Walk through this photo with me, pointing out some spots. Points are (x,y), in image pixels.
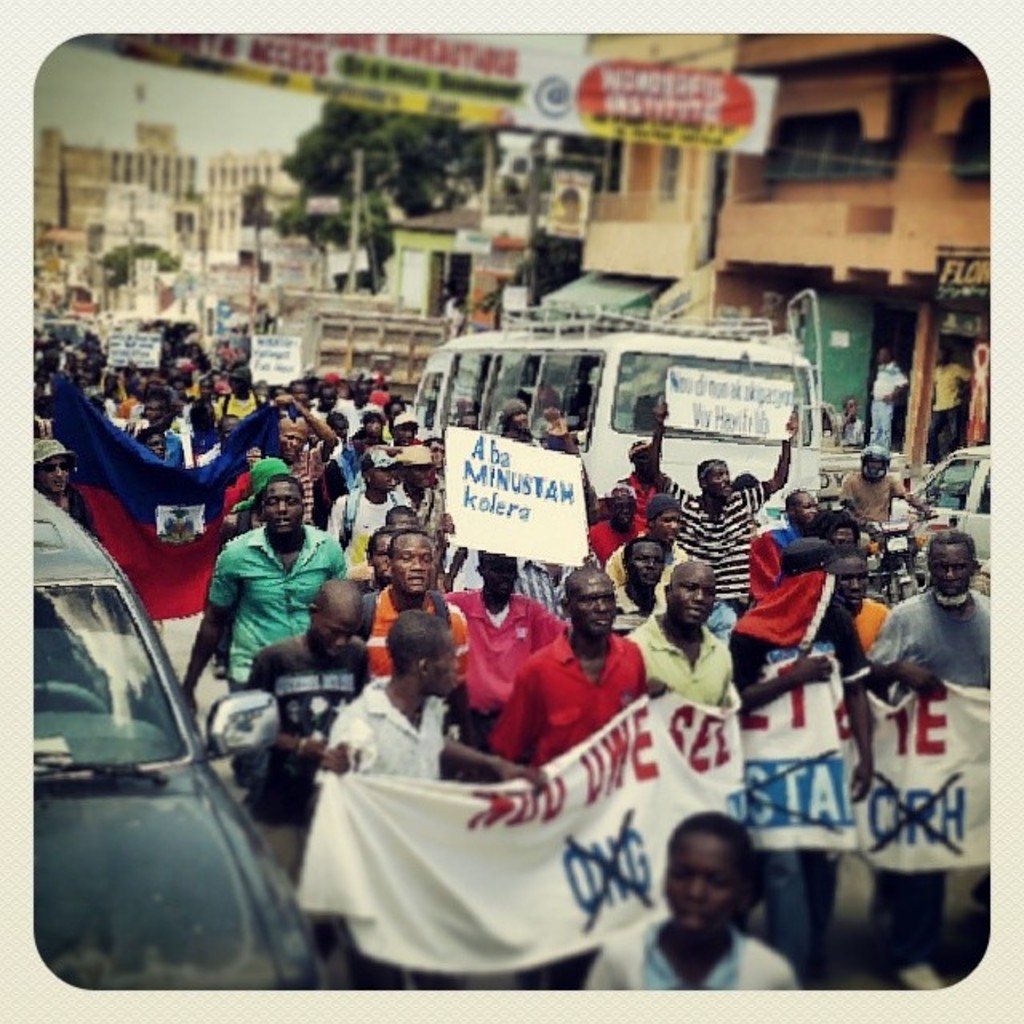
In this image there are group of people (406,570) who are holding some placards (884,838) and some boards (730,803), on the boards (517,829) and placards (536,511) there is text (513,809). And there are some vehicles (132,602), and in the background (645,286) there are some buildings (864,211), trees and some boards (582,213) and some objects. On the right side (894,493) there is one person (886,511) who is sitting on a bike (905,527) and there are some people (878,375) standing, and there is a pillar (921,328) and some boards (980,379).
